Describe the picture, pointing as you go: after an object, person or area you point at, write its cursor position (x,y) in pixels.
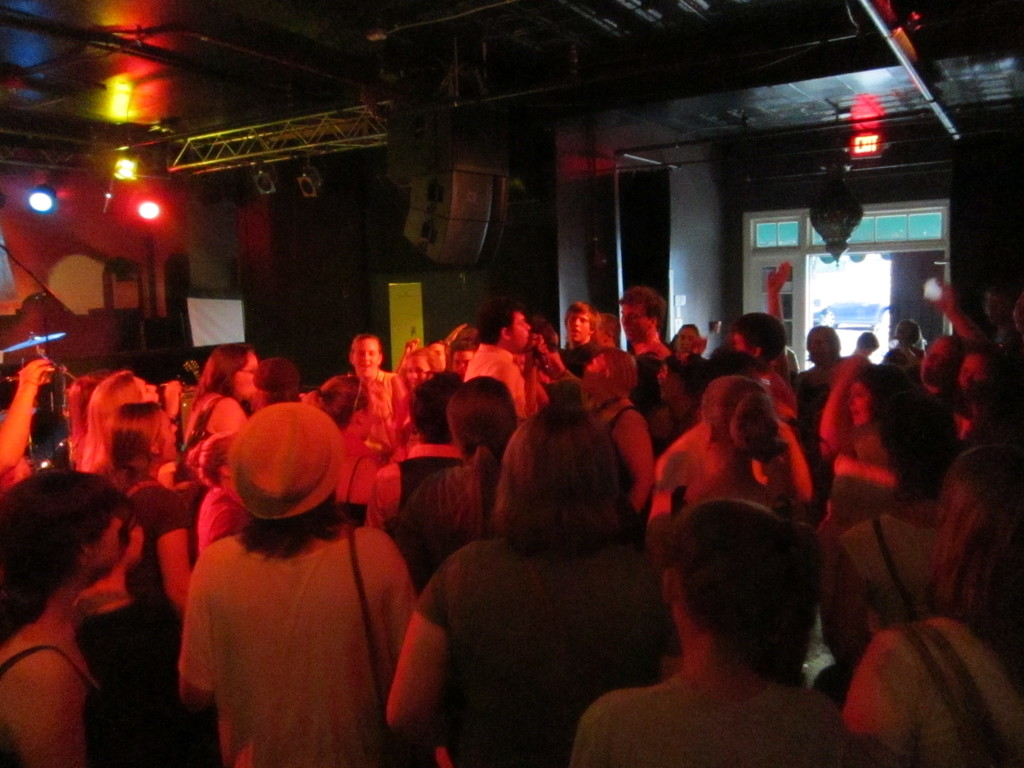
This picture is clicked in the concert hall (258,323). In this picture, we see many people (505,423) are standing. On the left side (13,344), we see the musical instruments (37,344). In the background (113,331), we see the lights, stand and a wall (299,218). We see the banners (234,323) of the boards (227,312) in white and yellow color. On the right side (905,279), we see an exit board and a door (797,302) from which we can see a black car (841,318).
